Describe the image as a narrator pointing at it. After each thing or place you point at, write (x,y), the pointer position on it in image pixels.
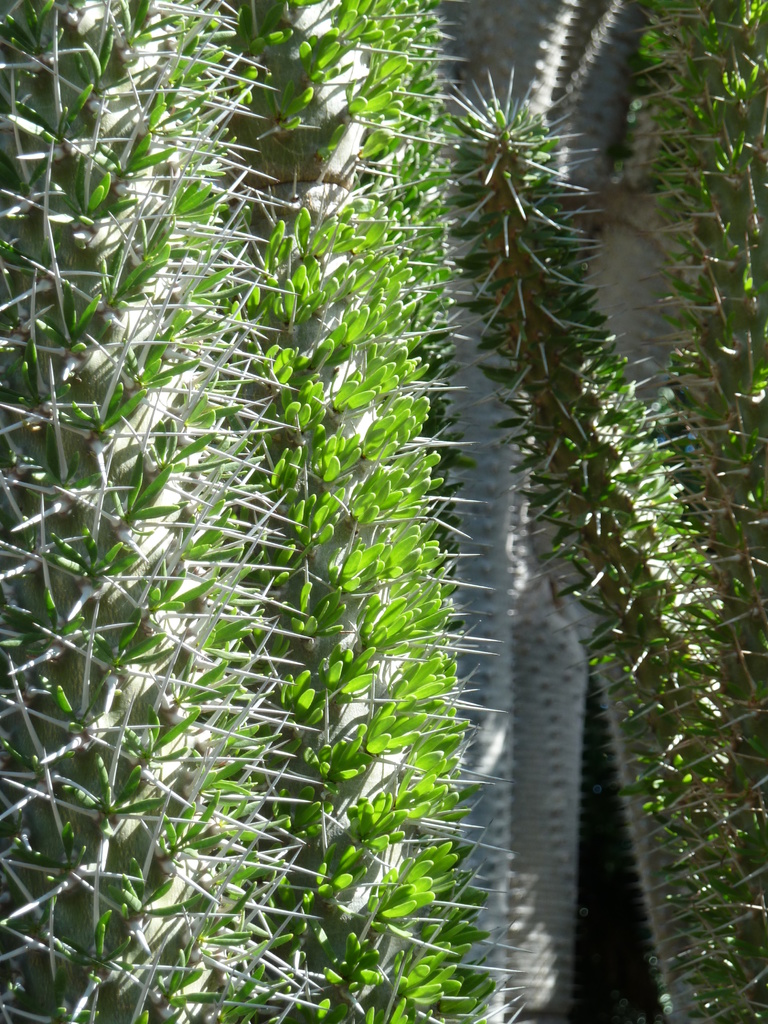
In this image, we can see some plants (319,62). We can also see some objects (517,733).
